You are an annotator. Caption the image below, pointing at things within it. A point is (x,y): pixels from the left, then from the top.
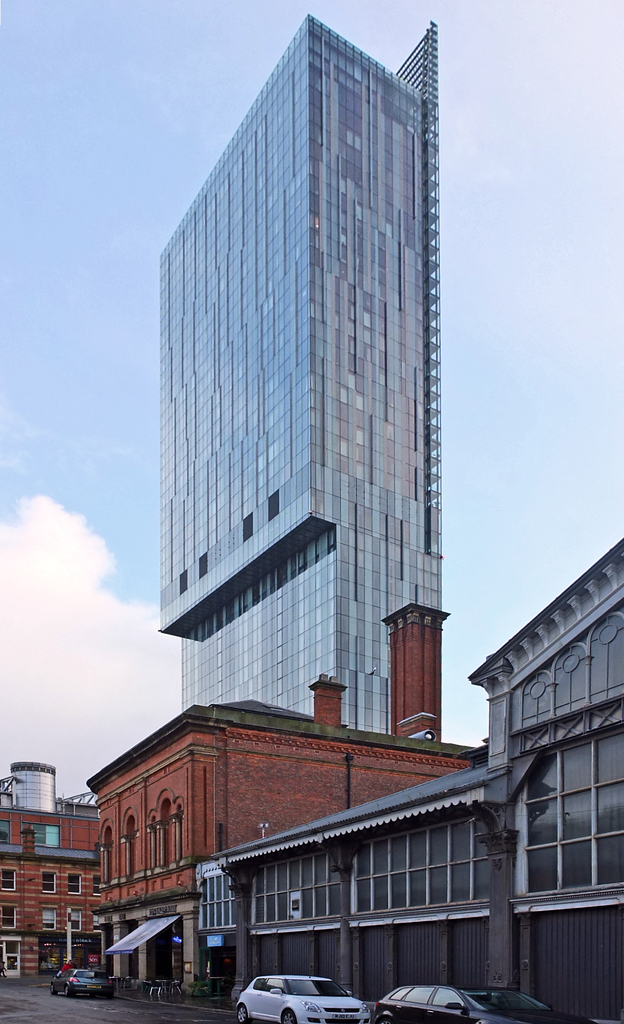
In this picture we can observe buildings (251,476). One of the buildings (217,761) is in brown color. There are some cars (304,1009) on the road (61,1010). In the background (71,132) there is a sky (82,419) with clouds (90,644).
